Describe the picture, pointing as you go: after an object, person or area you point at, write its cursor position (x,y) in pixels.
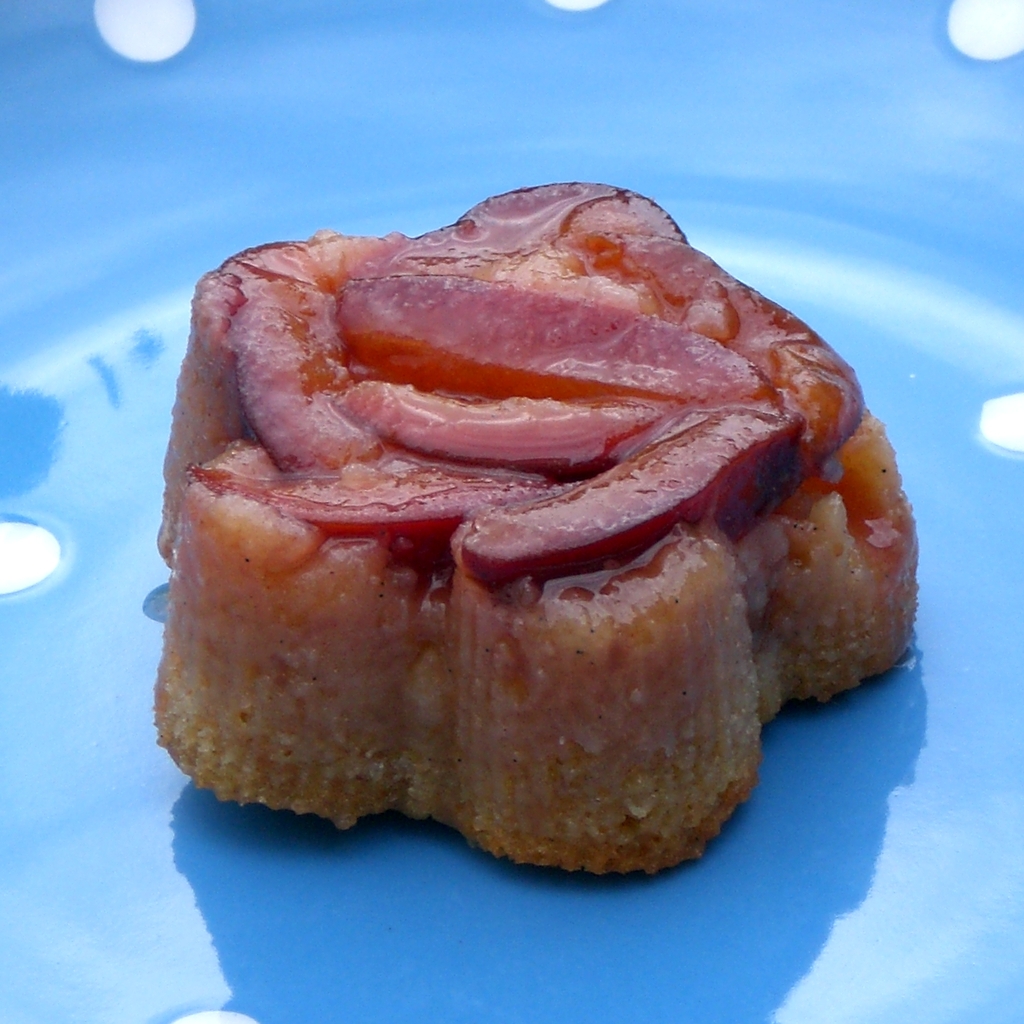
In this image there is a plate (18,511) on which there is some food (591,443). On the plate (89,559) there are some dots (163,35).
